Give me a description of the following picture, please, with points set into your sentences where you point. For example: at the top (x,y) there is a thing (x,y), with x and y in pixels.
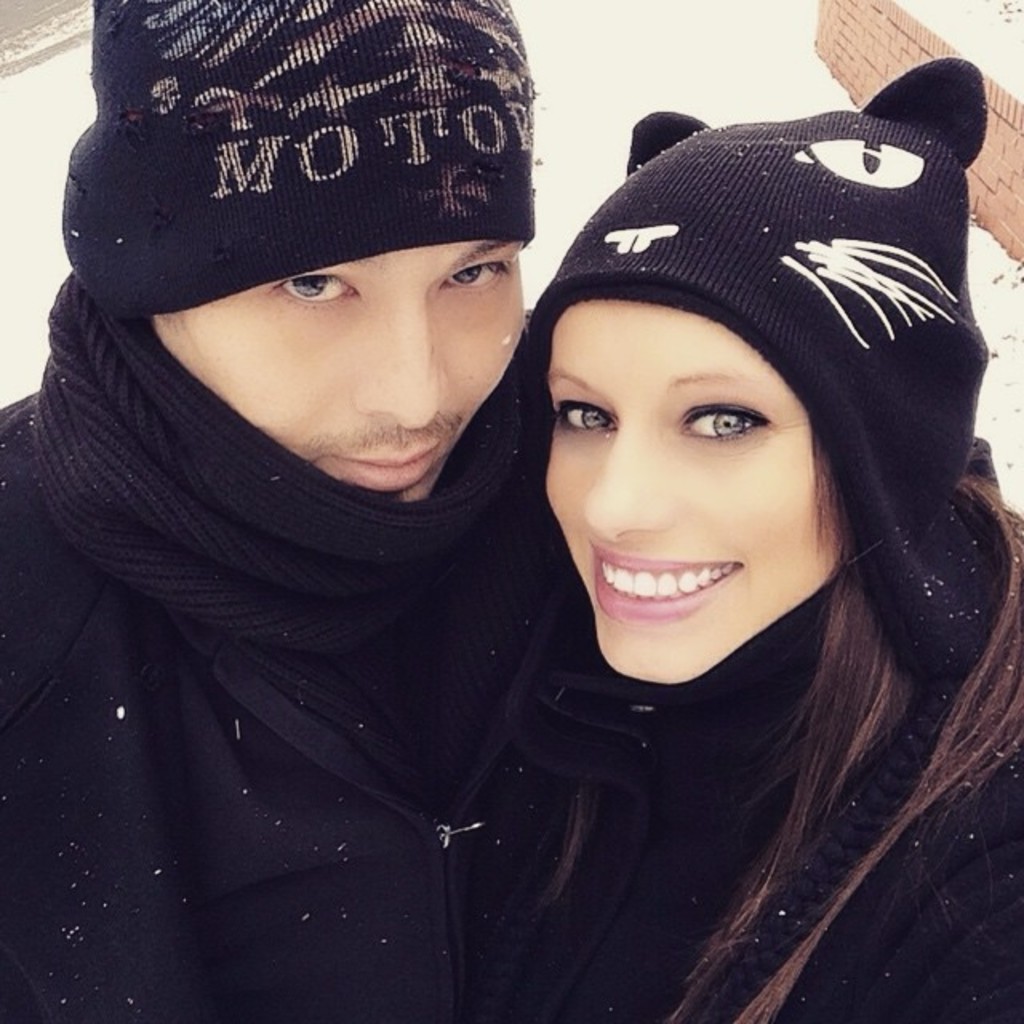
In this image in the front (769,691) there is a woman (579,653) standing and smiling and on the left side (258,575) there is a person (252,611) standing and wearing a black colour clothes (243,634). In the background (641,49) there is snow (670,38) on the ground (670,38).
